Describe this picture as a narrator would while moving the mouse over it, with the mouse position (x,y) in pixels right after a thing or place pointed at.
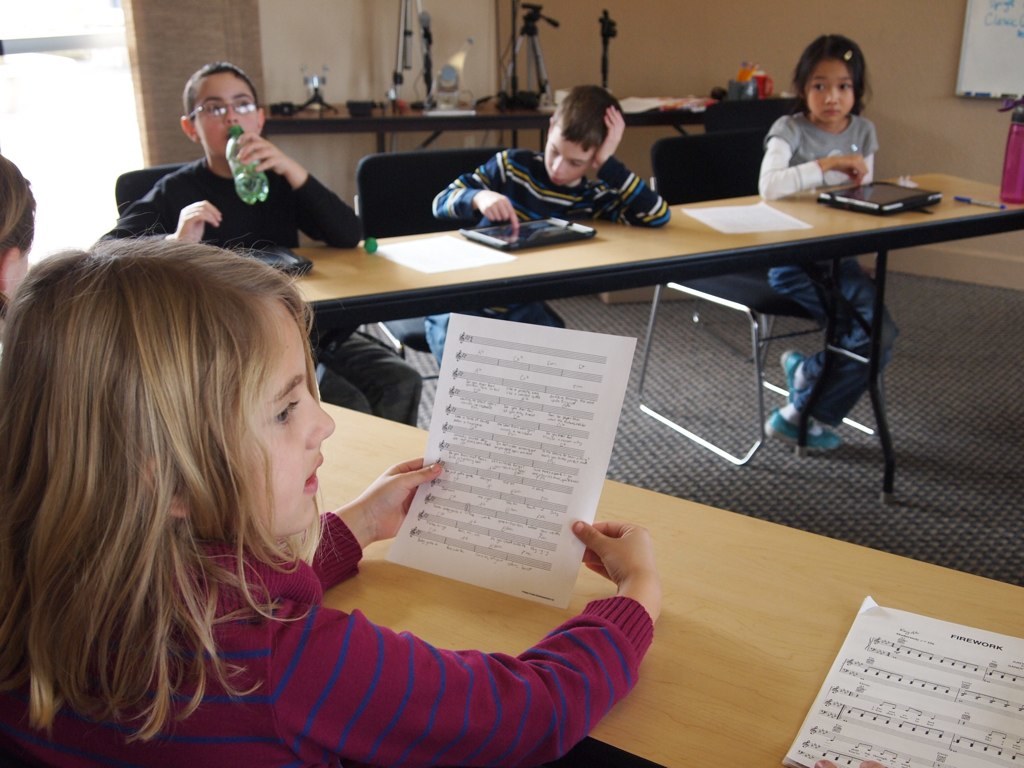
This image is click in the room (732,378) where the kids (592,164) are sitting on the chair (731,164). The girl (199,482) in the front (277,629) is holding a paper (487,490) in her hand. A boy (203,184) sitting on the left (212,183) is drinking with a bottle (239,138). At the center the boy (521,175) leaning on the table (613,239) is playing with the iPad (539,239). In the background (558,47) there are stands (514,59), wall (332,36), board (1011,47).
